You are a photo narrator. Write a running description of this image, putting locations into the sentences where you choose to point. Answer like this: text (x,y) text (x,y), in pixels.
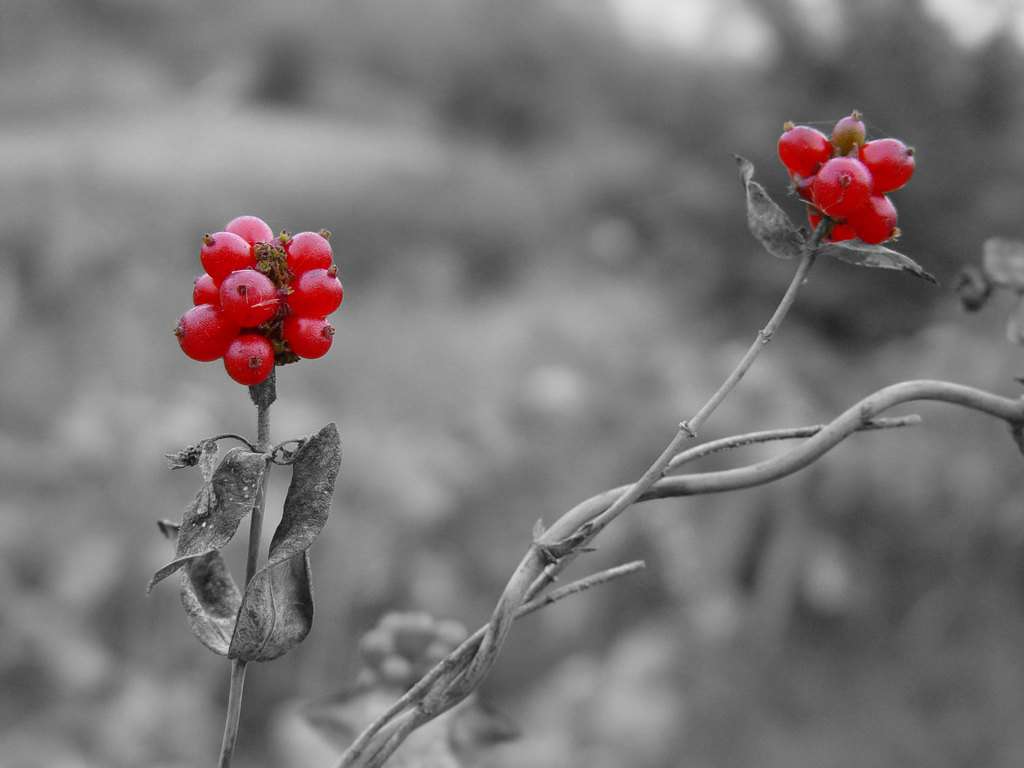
In this picture we can see a plant (710,483) with berries (899,175). There is a blur background (725,507).
